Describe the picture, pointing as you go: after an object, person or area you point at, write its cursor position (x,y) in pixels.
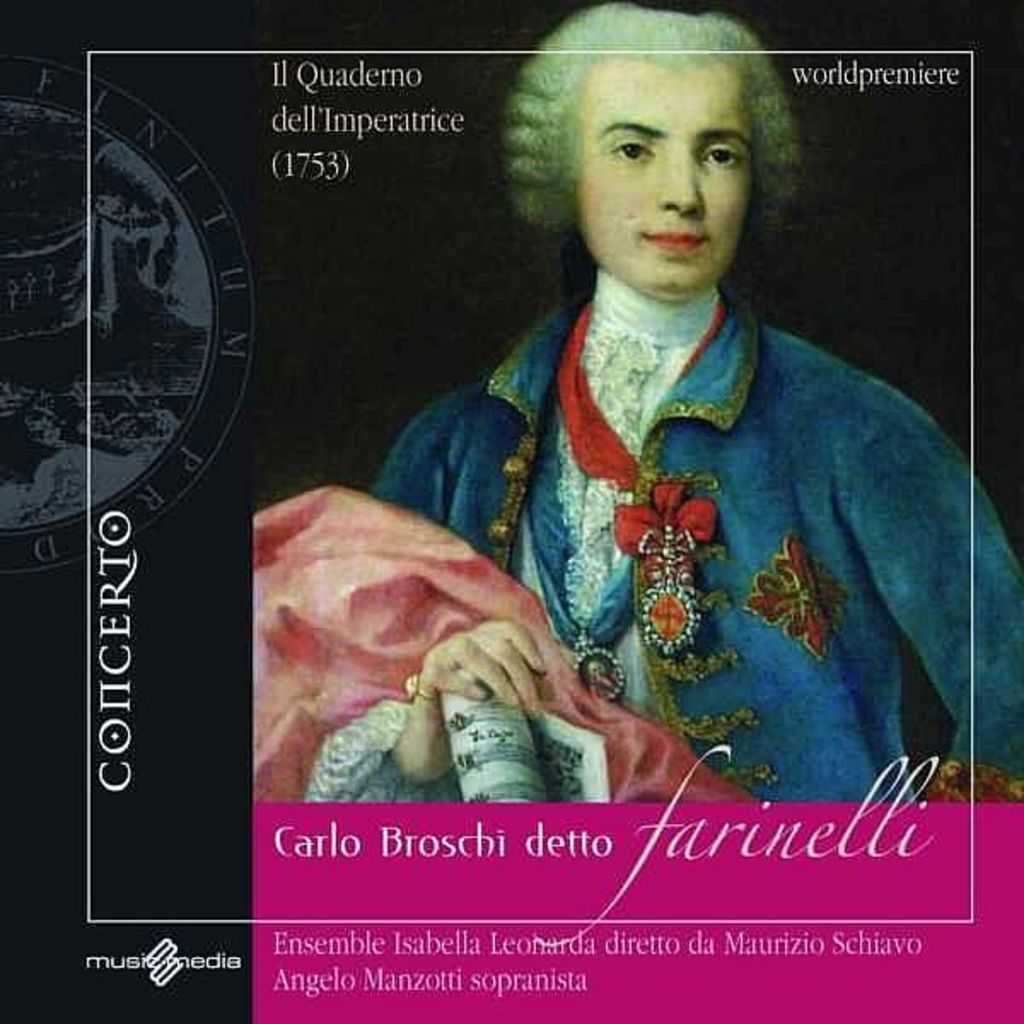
This image is a poster. In the center (464,624) we can see a person (658,719) holding a paper (489,732) and we can see text (525,986).
